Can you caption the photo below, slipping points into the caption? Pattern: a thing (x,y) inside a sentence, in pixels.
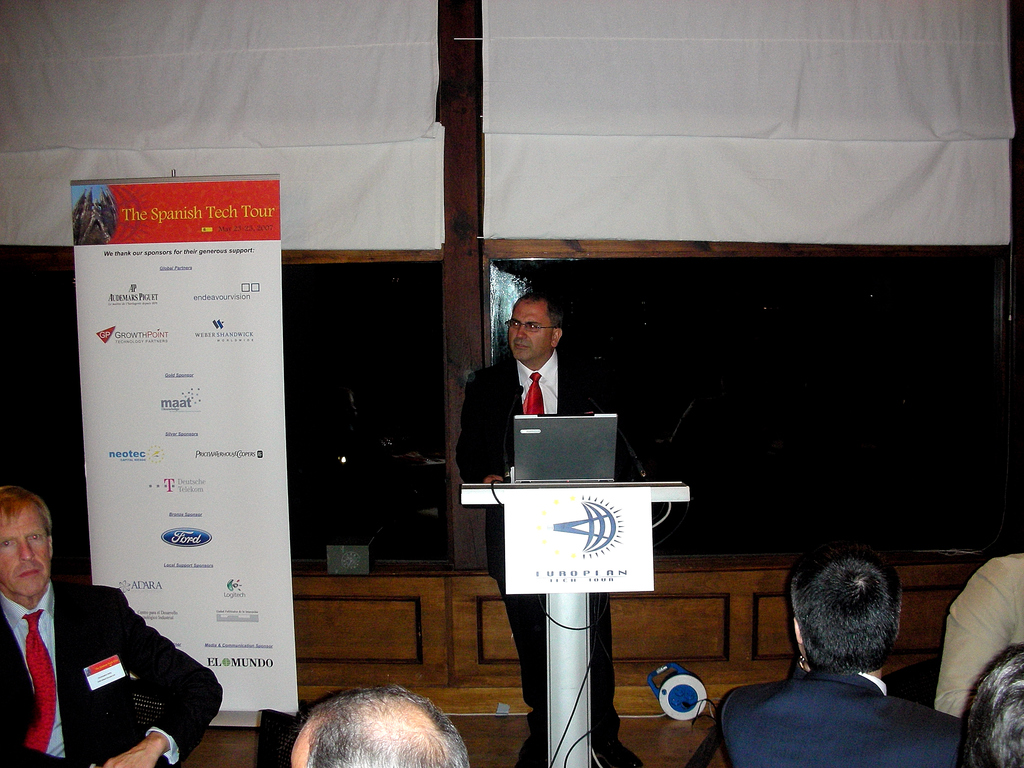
This image consists of many persons (546,725). In the front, the man (489,544) standing near the podium (517,574) is wearing a black suit (534,661). In front of him, there is a podium (528,529) on which a laptop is kept. On the left (53,734), the man (114,747) sitting is wearing a black suit (143,654). Behind him, there is a banner (161,420). In the background (290,115), we can see two curtains (514,66) and a wooden block (463,522). The curtains (387,211) are in white color.
